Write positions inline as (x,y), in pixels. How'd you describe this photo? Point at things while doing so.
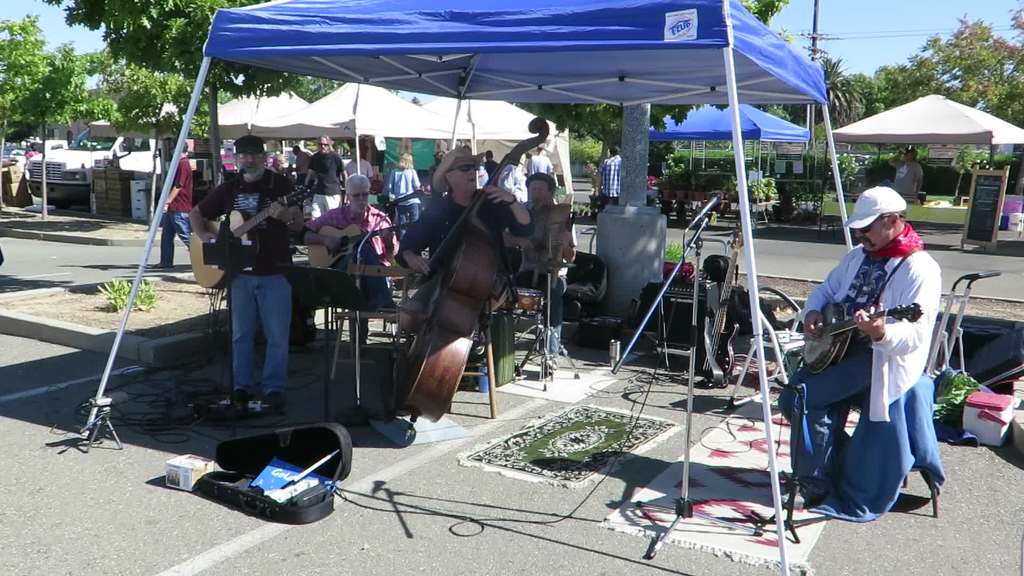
In the image there are few old people (366,198) playing guitar (293,191) under a tent (537,43) on a sunny day, in the back (182,81) there are trees (892,87) and tents (869,121), on the left side (70,168) there is a vehicle (94,154) on the road (71,244), this seems to be an exhibition.
